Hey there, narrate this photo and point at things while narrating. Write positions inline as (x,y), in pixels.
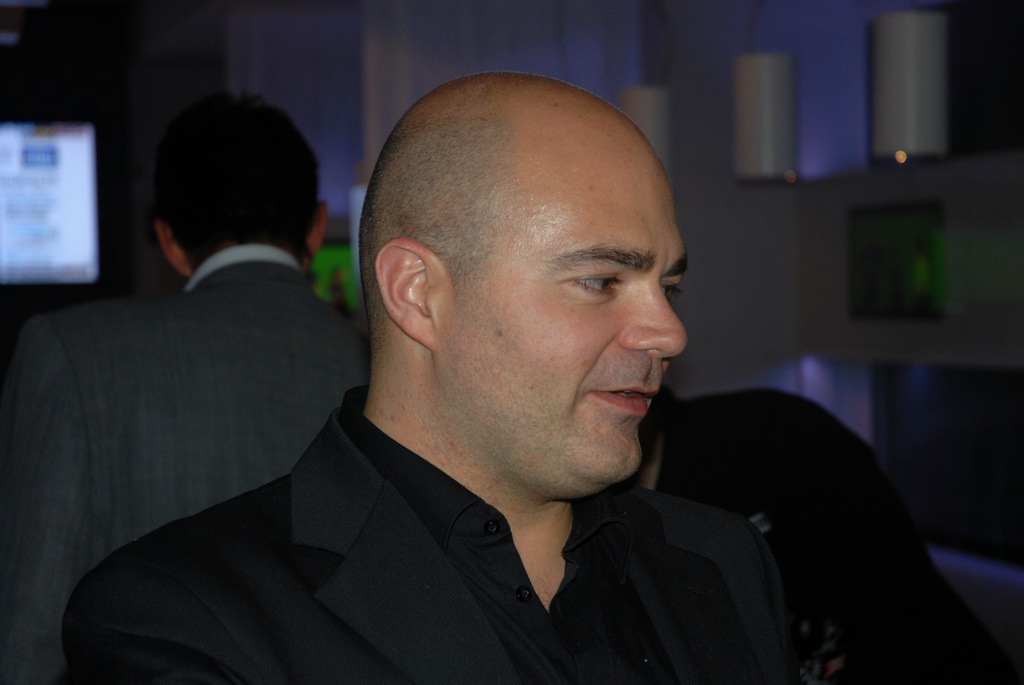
In this image there is a man (646,606) in black costume (587,612) standing, behind him there is another man (215,132) standing and also there is a TV screen (96,253).
